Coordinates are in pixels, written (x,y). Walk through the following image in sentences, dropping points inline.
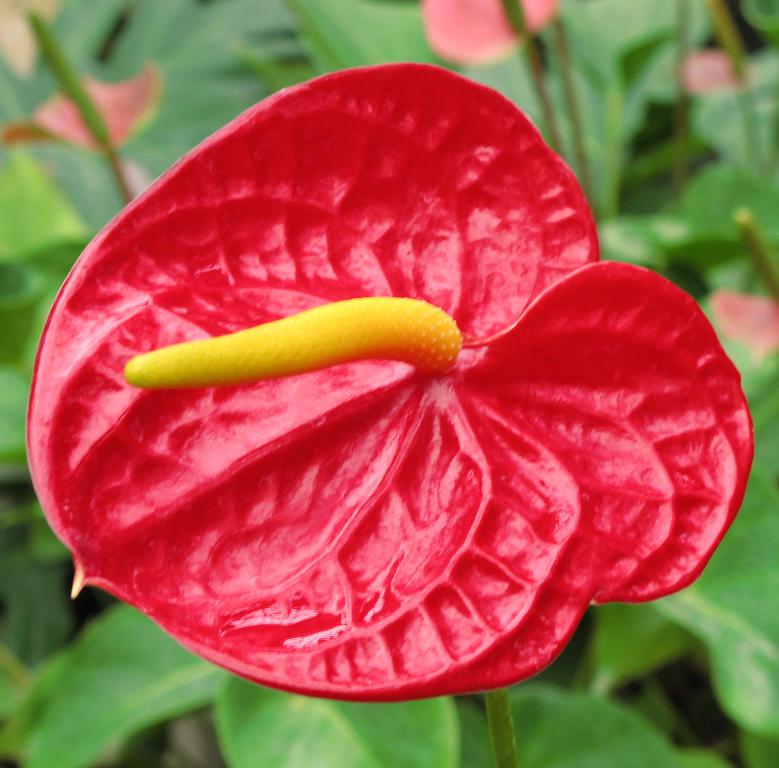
In the center of the image (393,447) we can see a flower (342,539) to the stem (497,701). We can also see some leaves (719,231) around it.
